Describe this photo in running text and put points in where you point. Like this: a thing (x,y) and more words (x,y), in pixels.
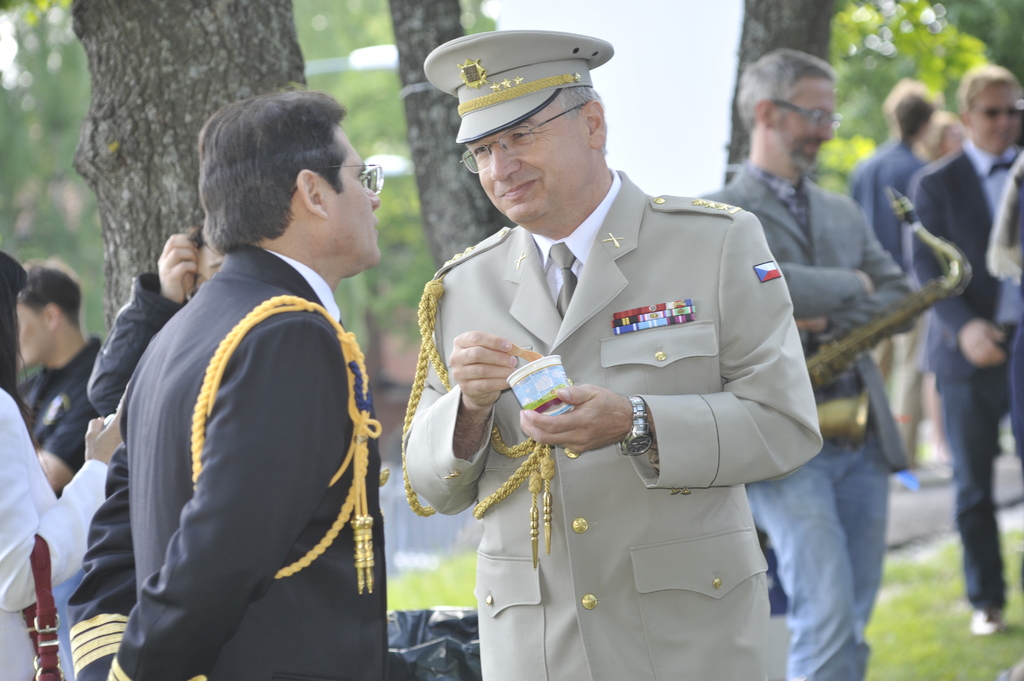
In the center of the image (426,343) we can see a man (483,360) wearing the military uniform (567,356) and holding the cup (559,382) and also the spoon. We can also see the people (257,282) standing. We can see the cover (440,611), bag (56,644), musical instrument (864,397), grass (937,647) and also the trees (861,40).
